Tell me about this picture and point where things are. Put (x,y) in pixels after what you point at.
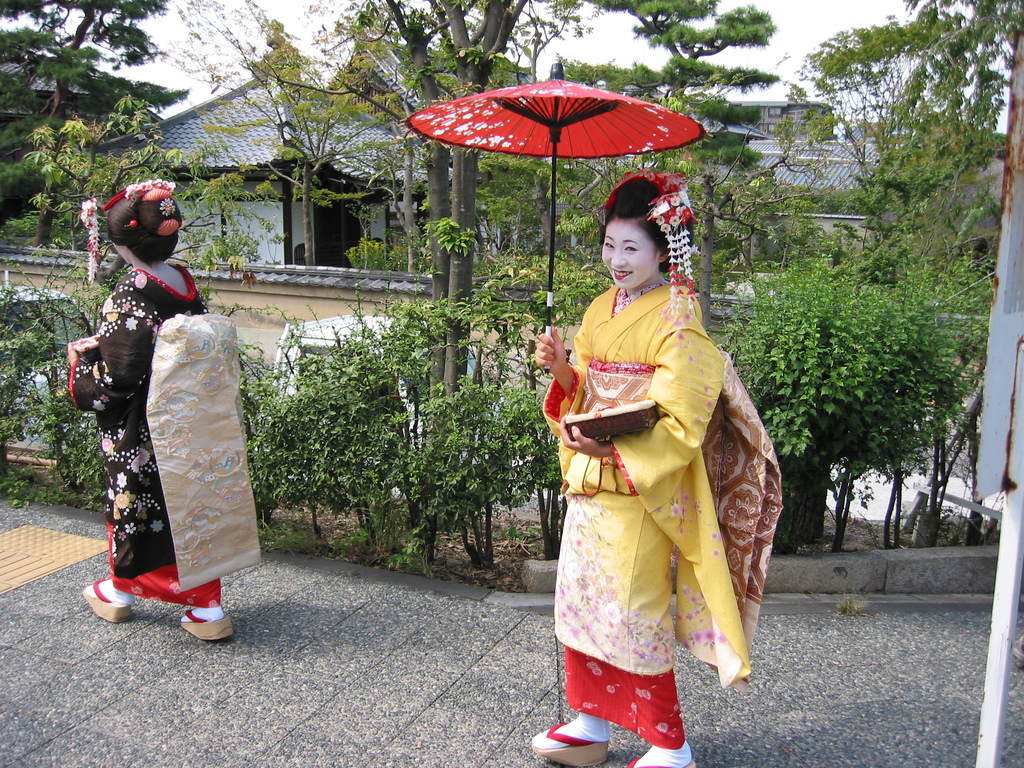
In the image we can see there are women (646,357) dressed up in a traditional japanese attire (662,378) and a woman (585,583) is holding an umbrella (560,134) in her hand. Behind there are trees (493,262) and there is a building (237,192).
